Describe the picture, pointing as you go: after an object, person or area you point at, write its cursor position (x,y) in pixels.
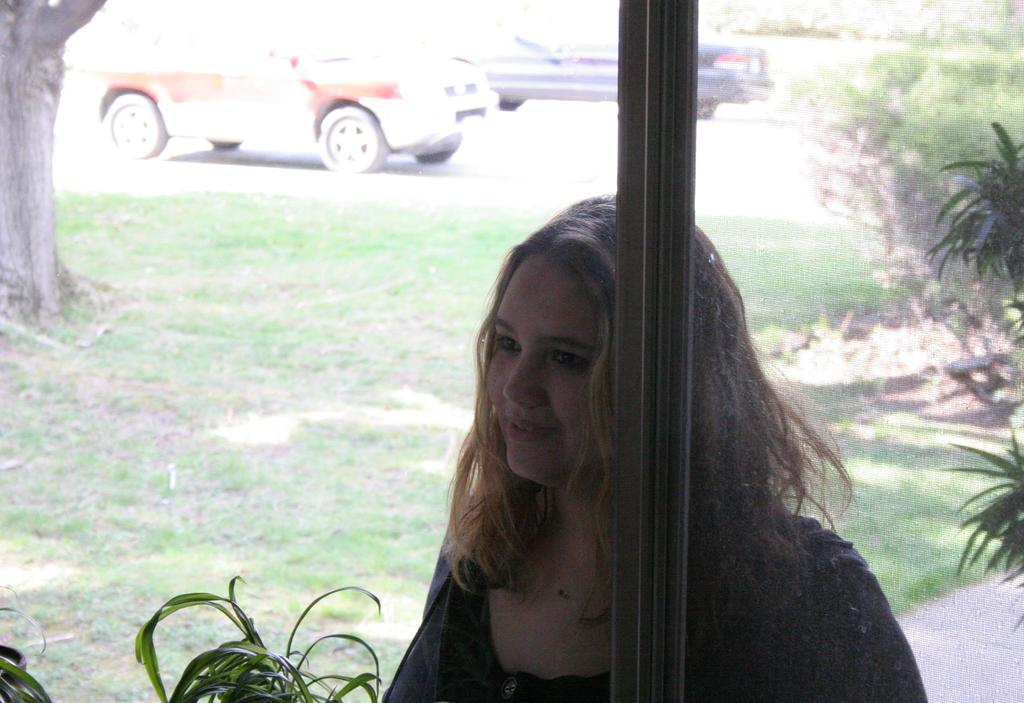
In this image we can see one woman (527,542) standing near the pole (680,403), some vehicles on the road (118,173), some trees (5,255), bushes (1005,223), plants (220,677) and grass (144,374) on the surface (108,191).
